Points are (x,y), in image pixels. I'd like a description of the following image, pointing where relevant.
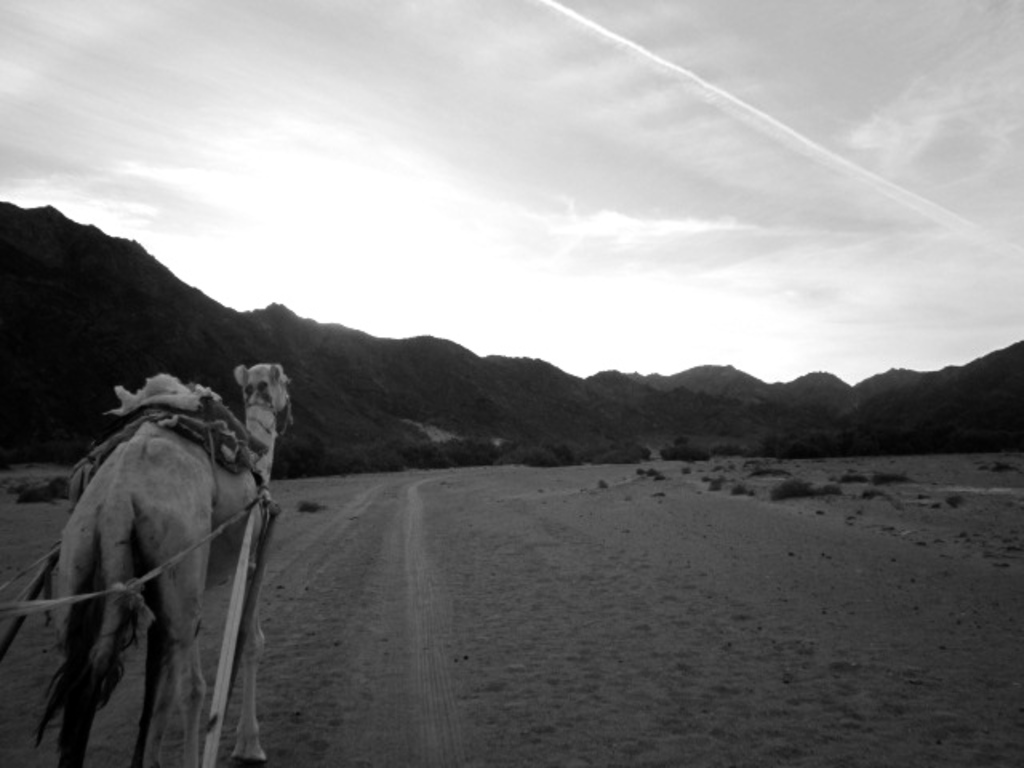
In the image I can see a camel (252,655) on the ground (264,669). On the camel (151,514) I can see some objects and tied with ropes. In the background (287,316) I can see mountains (506,421), the sky (616,336) and some other objects (304,470). This picture is black and white in color.
